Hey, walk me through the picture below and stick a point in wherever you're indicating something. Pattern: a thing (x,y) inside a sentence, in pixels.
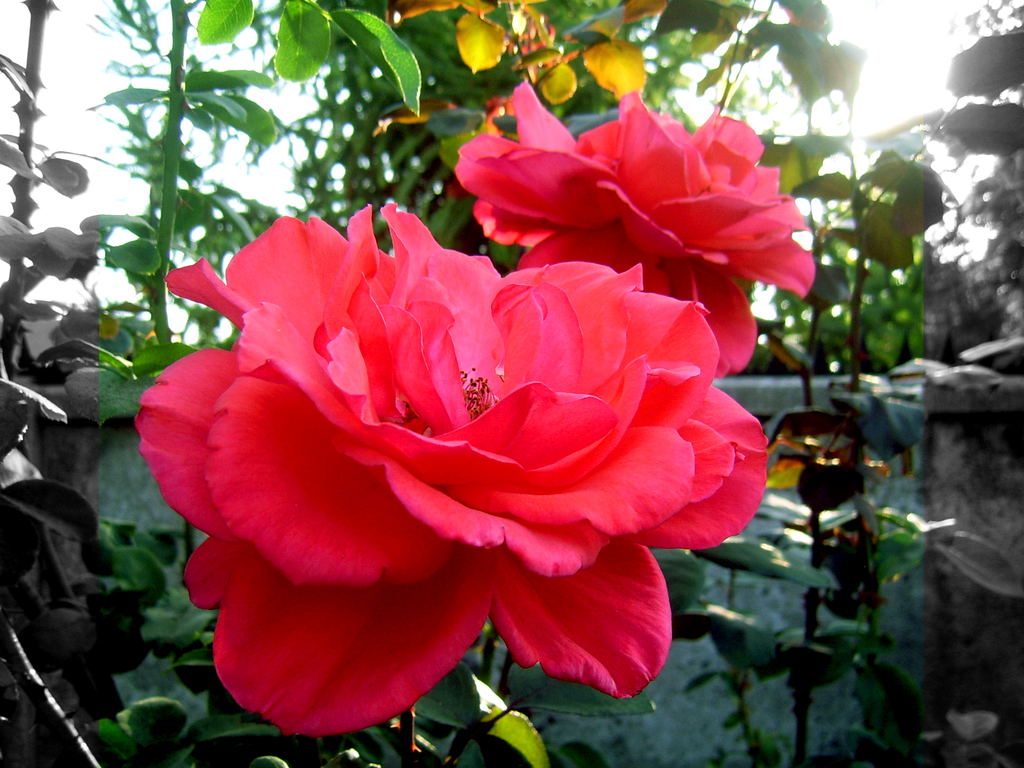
In the center of the image (517,412) we can see rose flowers (719,226) which are in red color. At the bottom (273,763) there are plants (850,555). In the background (961,410) there is a wall (1003,435), trees (766,34) and sky (886,75).
